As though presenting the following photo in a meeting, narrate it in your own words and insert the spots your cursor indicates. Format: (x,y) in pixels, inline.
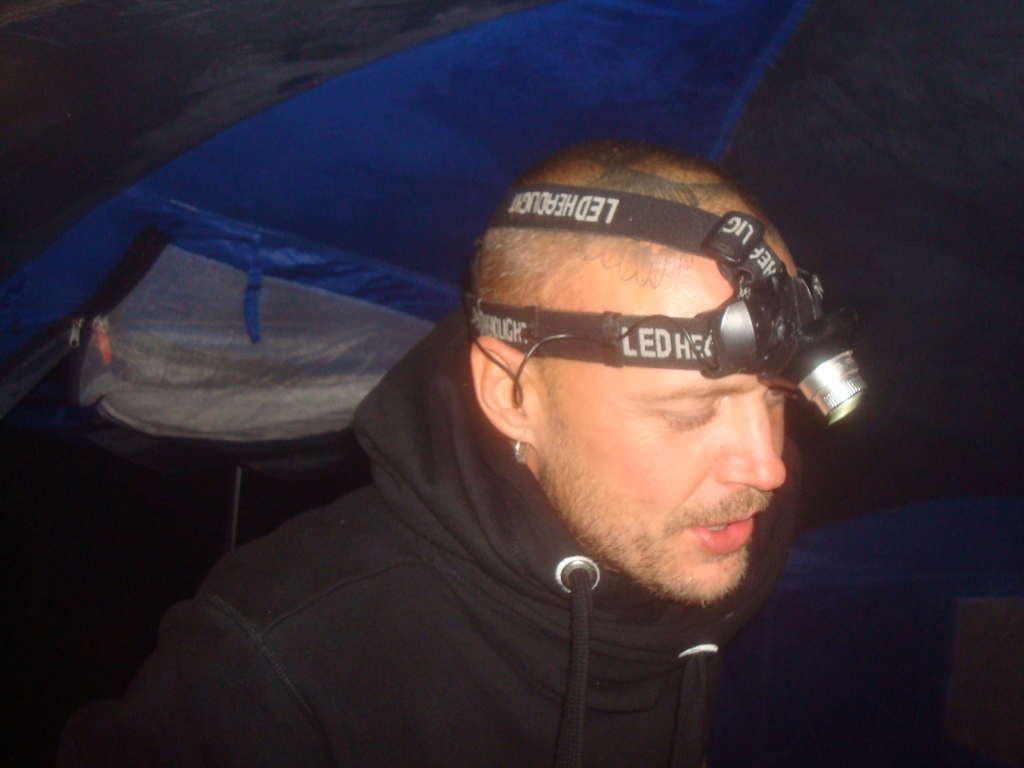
In this picture I can see a man (505,491) and look like a light (778,305) on his head (673,292) and might be a tent (384,182) in the back (355,148).
